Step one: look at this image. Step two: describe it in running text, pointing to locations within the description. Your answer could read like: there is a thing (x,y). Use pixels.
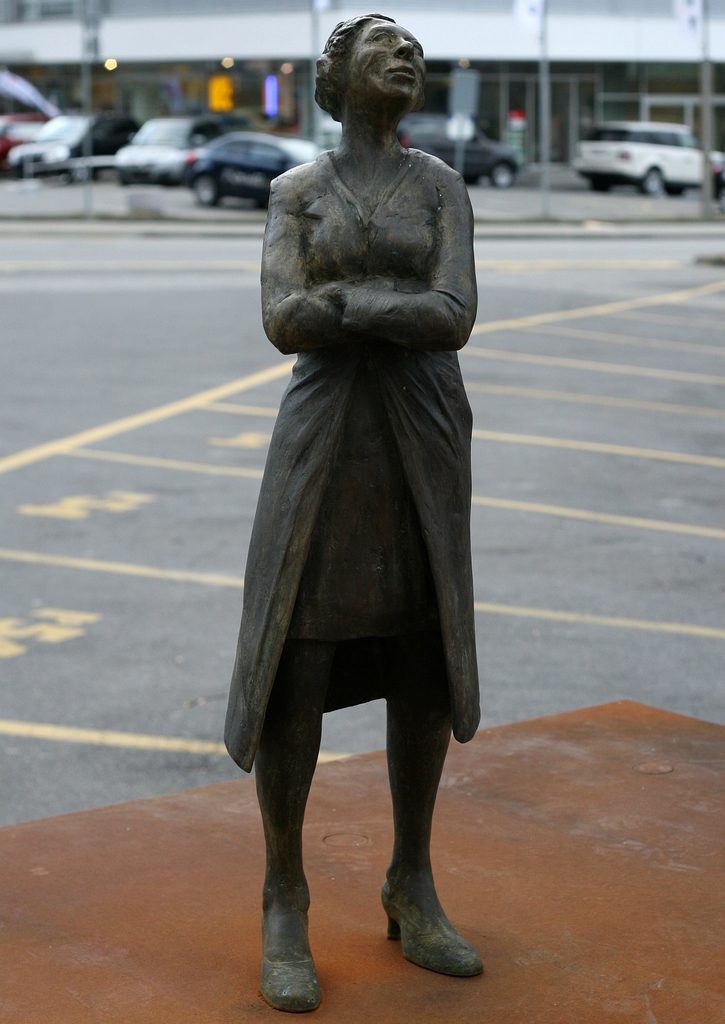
In this picture we can see a statue (367,306) on a platform (113,962) and in the background (652,357) we can see the road (509,216), vehicles (593,166), buildings (256,17), lights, poles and some objects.
